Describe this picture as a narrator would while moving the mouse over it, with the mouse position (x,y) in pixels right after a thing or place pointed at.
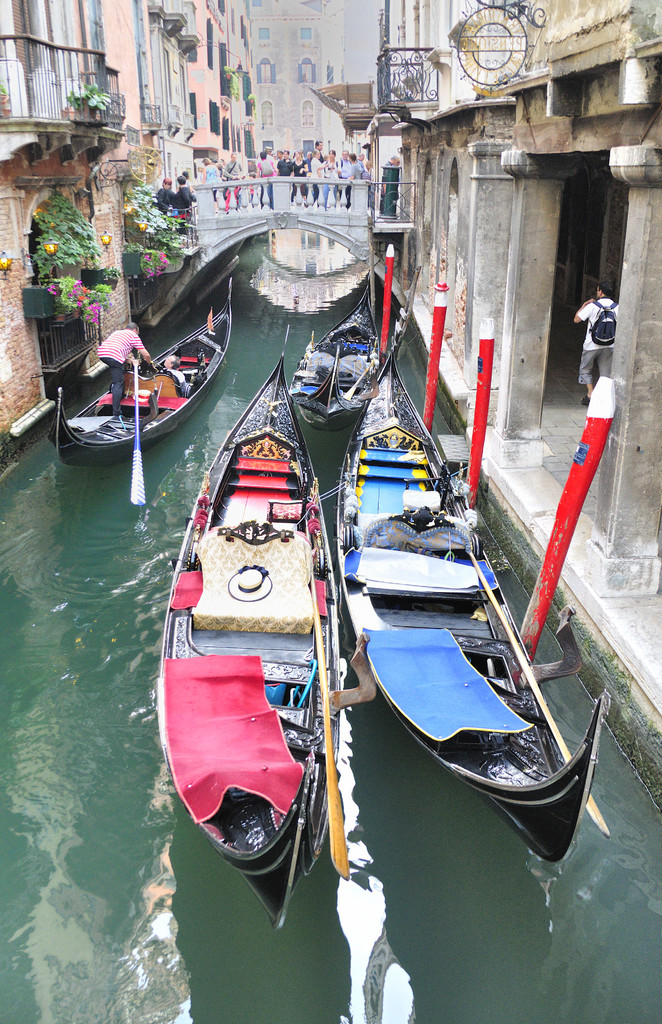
In this picture I can see the boats (242,468) on the water (266,349). I can see the people (270,201) standing on the bridge (293,218). I can see the buildings (257,144) on the right side (495,61) and left side (135,37).
